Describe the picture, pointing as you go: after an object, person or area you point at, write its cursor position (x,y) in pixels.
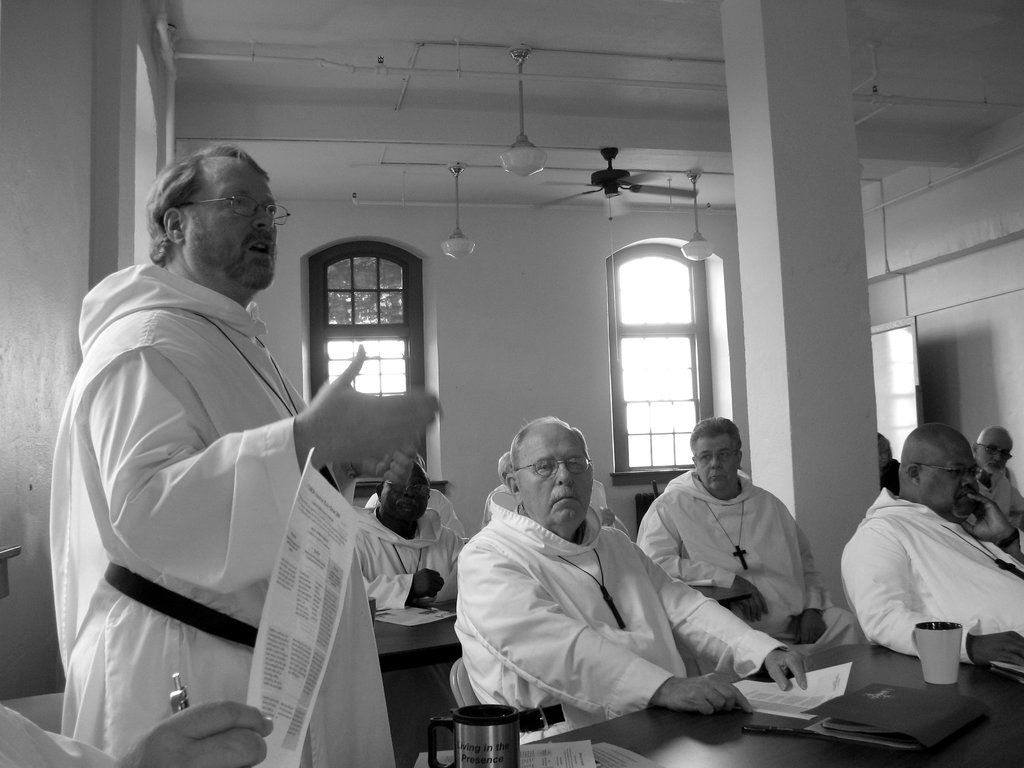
In this image there is a wall (55,285) on the left corner (19,73). There are people (486,562), chairs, tables (1012,753) with cups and objects (937,738) on it in the foreground (710,684). There is a pillar (793,415), wall (575,349) and there are windows (668,450) in the background (672,396). There is roof (687,72) at the top (472,133).
